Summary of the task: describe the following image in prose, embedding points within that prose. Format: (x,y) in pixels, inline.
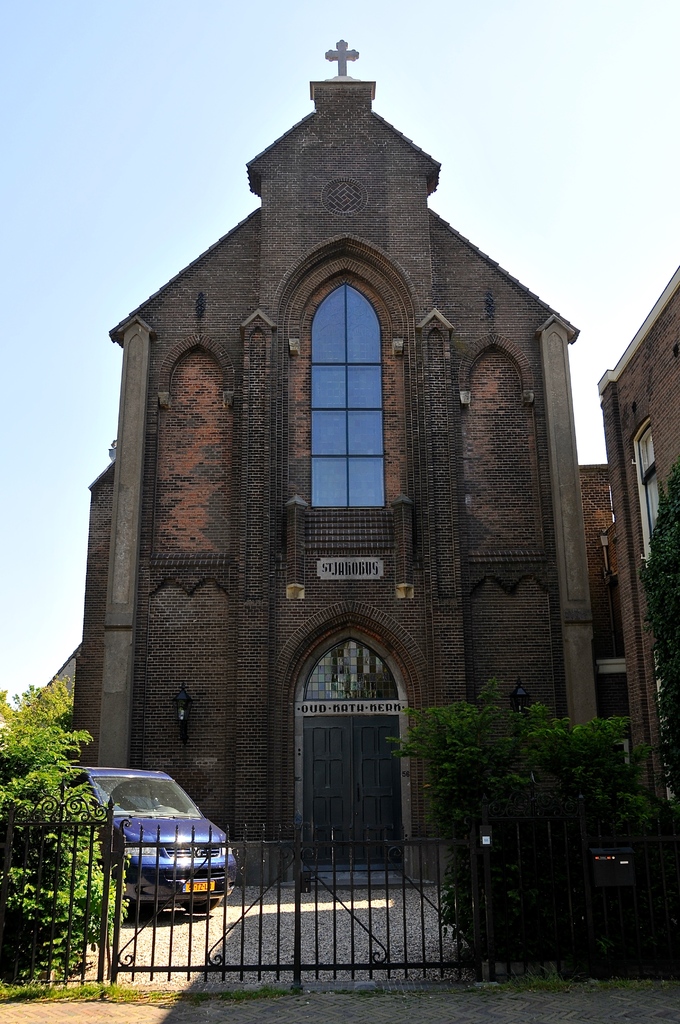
There is a fencing (404,913), near plants (672,884) and grass (556,975) on the ground (138,1001). In the background (146,839), there is violet color vehicle (149,811) on the road (431,913), near a building (370,396) and there is a sky (76,176).
